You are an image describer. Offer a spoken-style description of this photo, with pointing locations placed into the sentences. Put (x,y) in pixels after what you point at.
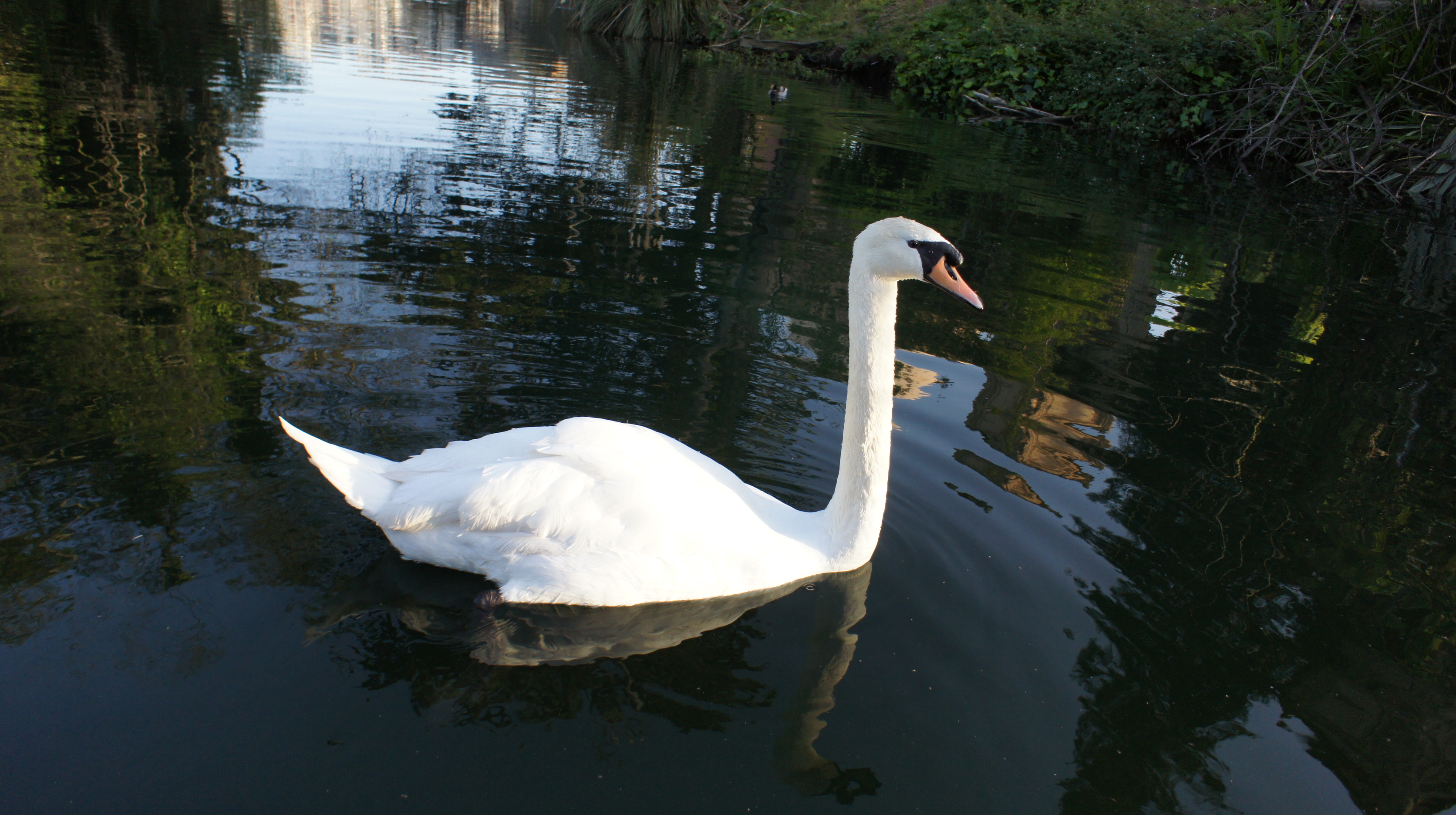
In this picture there is a white color swan (844,495) on the water (808,599). At the back (1134,111) there are trees (1013,43). At the bottom (969,685) there is water (1172,592) and there are reflections (1152,658) of trees (1293,554) and there is reflection (411,154) of sky (544,140) and swan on the water (1023,507).
